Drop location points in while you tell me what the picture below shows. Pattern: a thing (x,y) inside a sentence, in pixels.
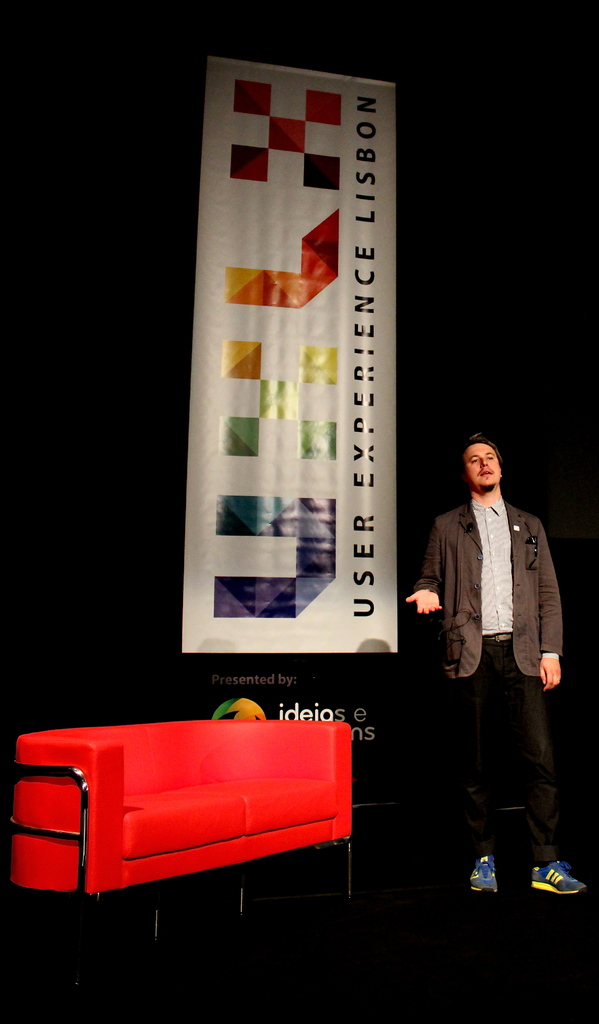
Here in this picture we can see a man (433,568) standing on a stage (465,909) and speaking something and beside him we can see a couch (260,806) present and behind him we can see a banner (281,202) present.
